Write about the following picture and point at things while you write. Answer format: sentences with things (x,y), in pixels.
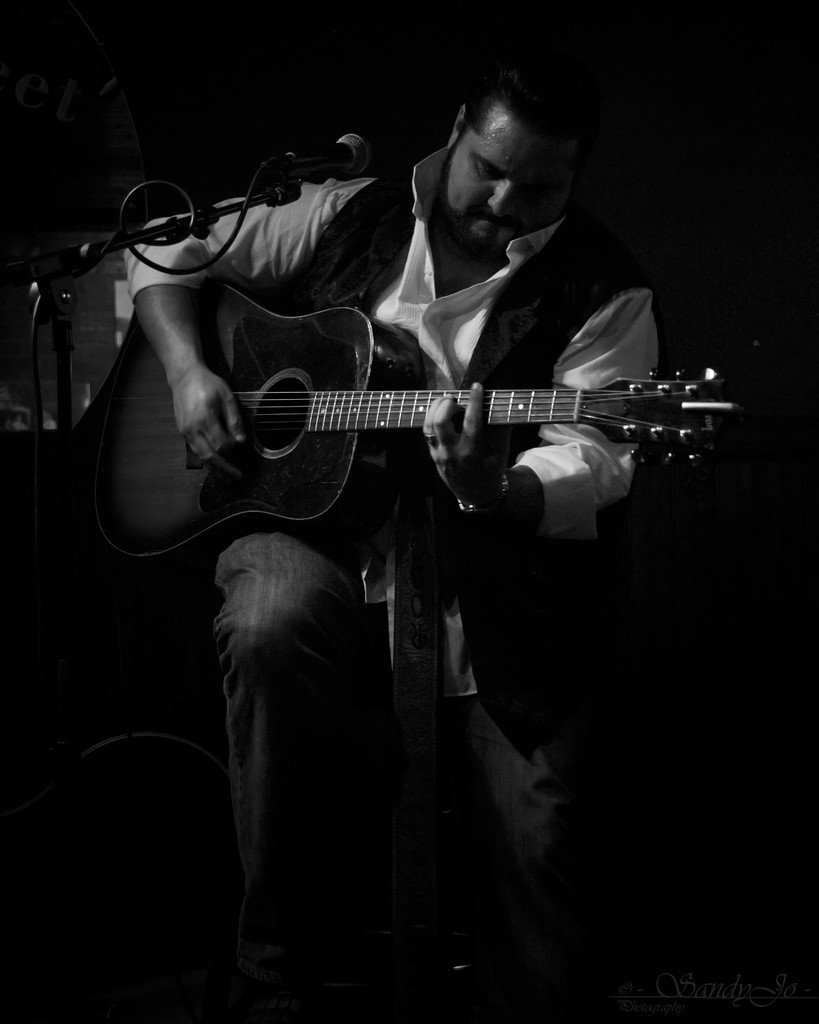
In the image we can see there is a person (427,253) who is holding a guitar (462,397) in his hand (432,419) and the image is a black and white picture.
